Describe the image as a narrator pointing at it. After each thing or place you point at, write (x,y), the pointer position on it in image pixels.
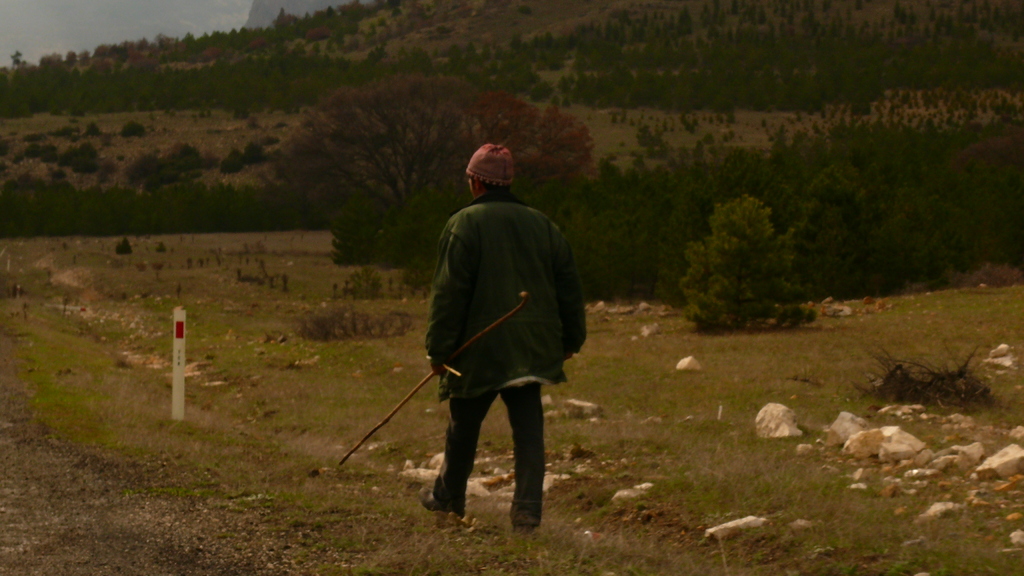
In this image there is a person (451,417) walking on the surface of the grass (483,427) and he is holding a stick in his hand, there is an object (175,328) and a few rocks (906,452) on the surface (755,433). In the background (657,103) there are trees (536,117) and plants (725,213).
